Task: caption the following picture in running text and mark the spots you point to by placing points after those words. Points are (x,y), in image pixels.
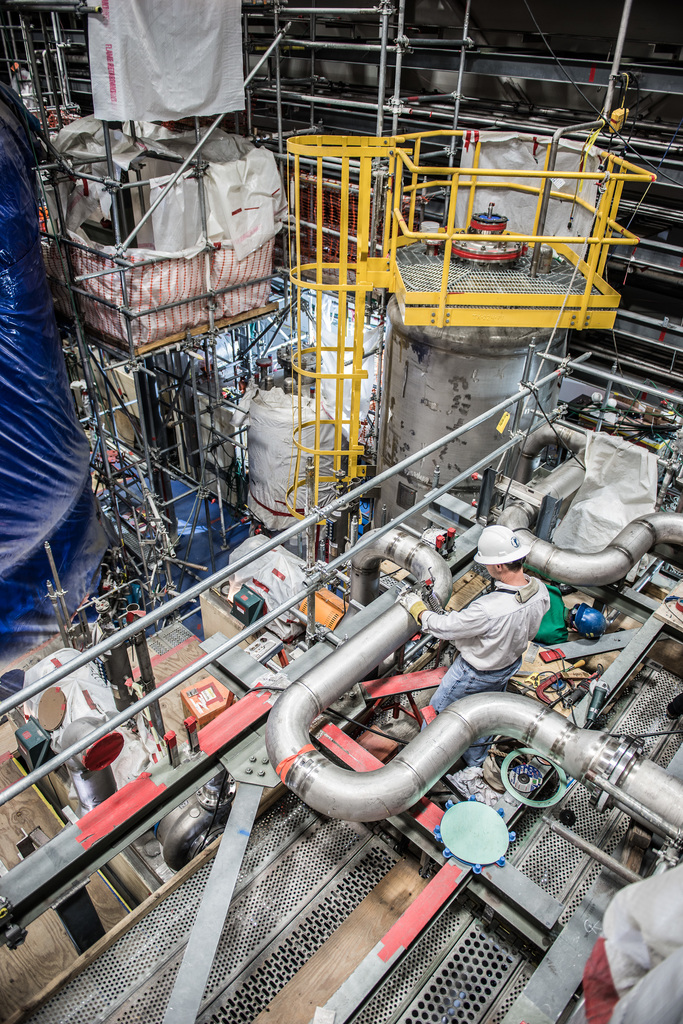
This image is taken indoors. In this image there is a huge machinery (316,355), many pipes (393,798), grills (292,850) and iron bars (545,239) and a man (531,632) is standing on the floor (296,839). In this image there are many things (261,170).
